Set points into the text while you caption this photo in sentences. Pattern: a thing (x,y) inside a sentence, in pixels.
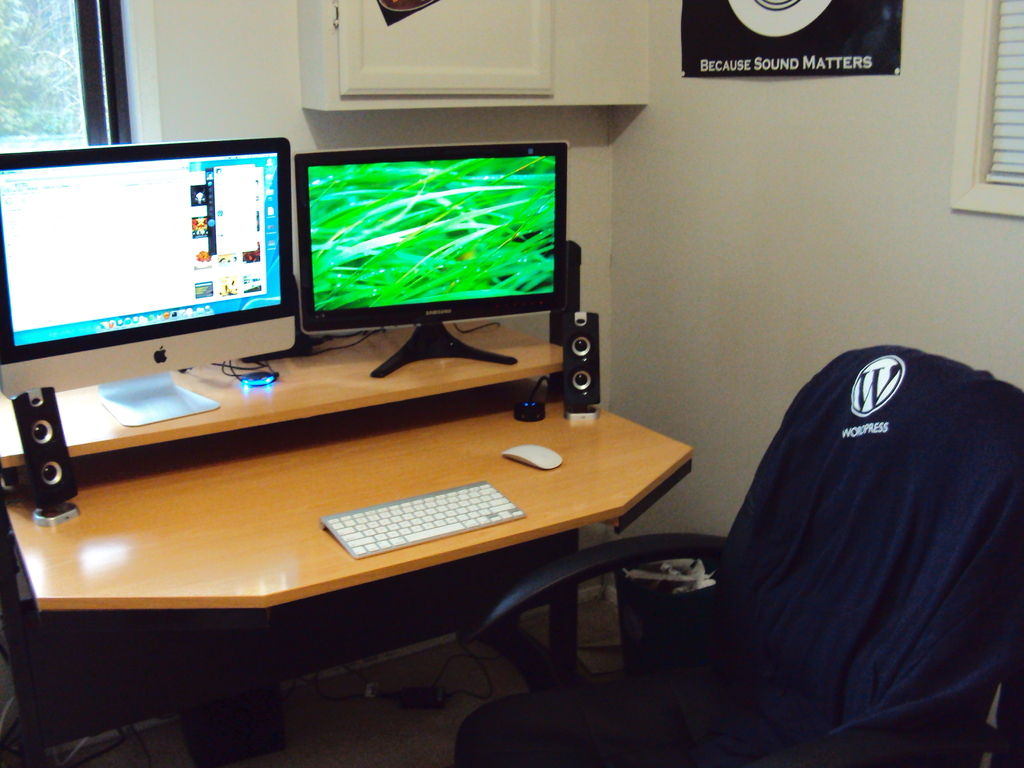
In the image we can see there is a table (449,370) on which two monitors (329,302) are kept a keyboard (457,514), mouse (523,450) and speakers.
